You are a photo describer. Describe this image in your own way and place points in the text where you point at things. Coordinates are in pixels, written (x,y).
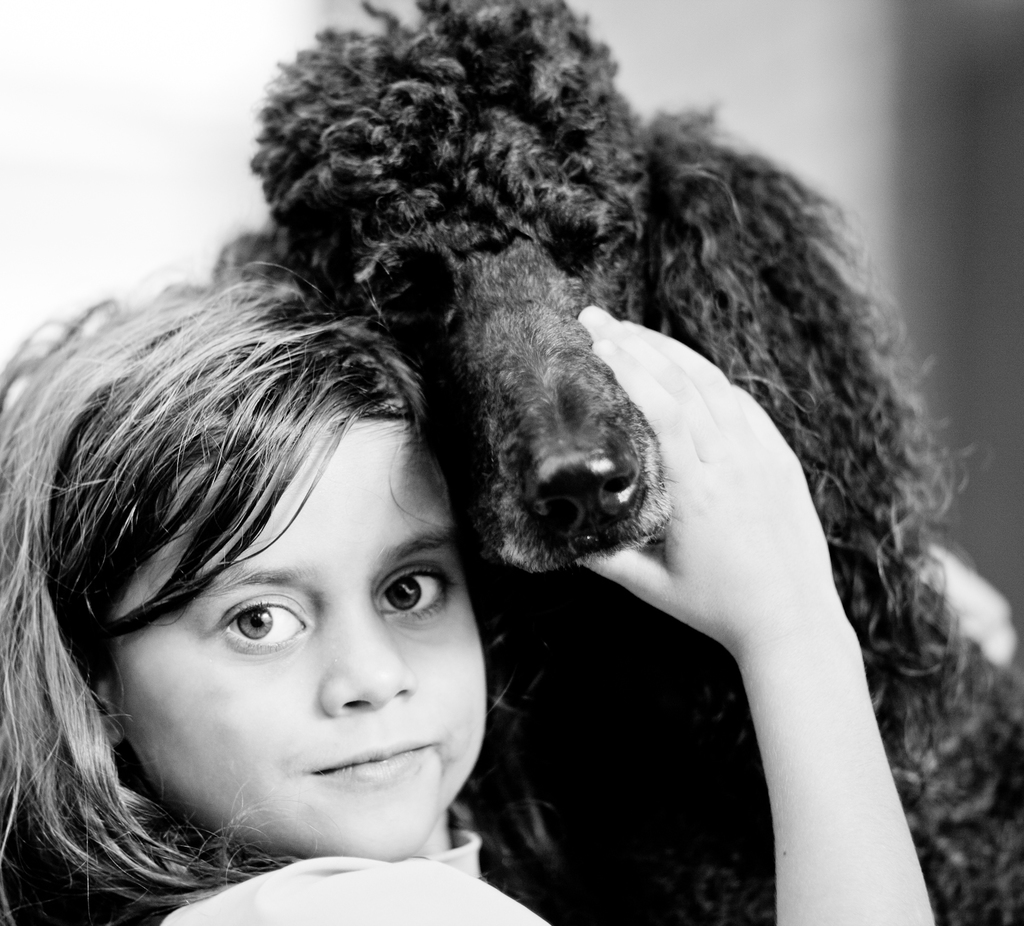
This is a black and white image. Here is a girl (371,817) smiling. She is holding a dog (741,303).
